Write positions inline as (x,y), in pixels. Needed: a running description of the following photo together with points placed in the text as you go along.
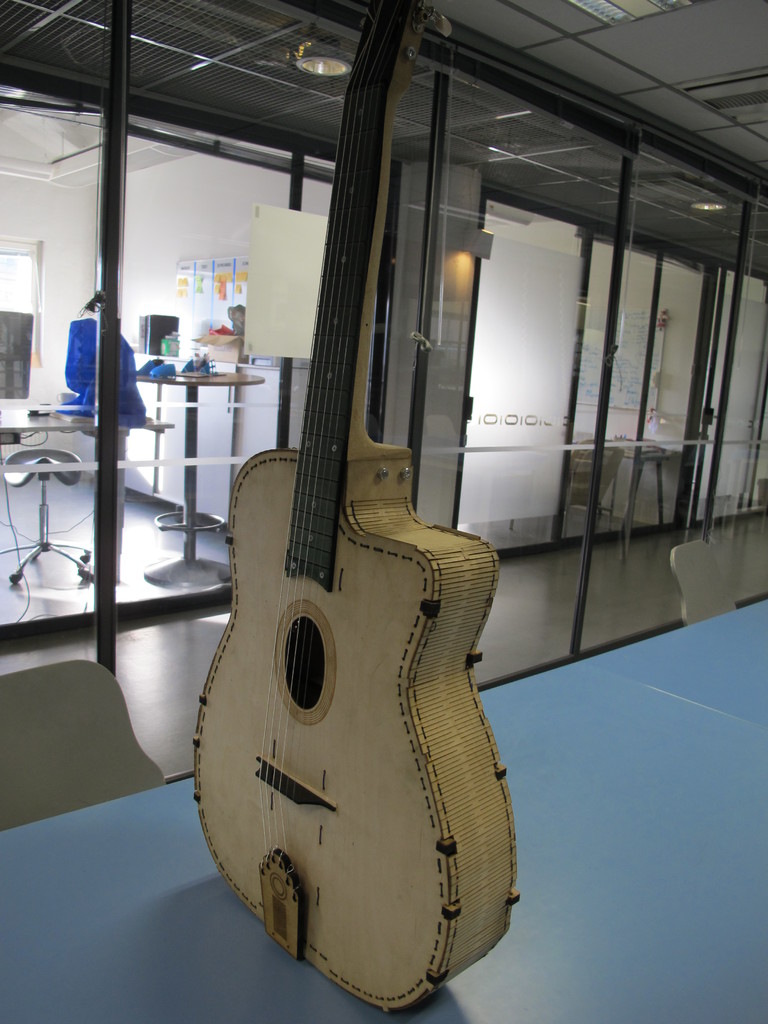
As we can see in the image there is a white color wall (42,395), table (4,415) and a guitar (370,587).
